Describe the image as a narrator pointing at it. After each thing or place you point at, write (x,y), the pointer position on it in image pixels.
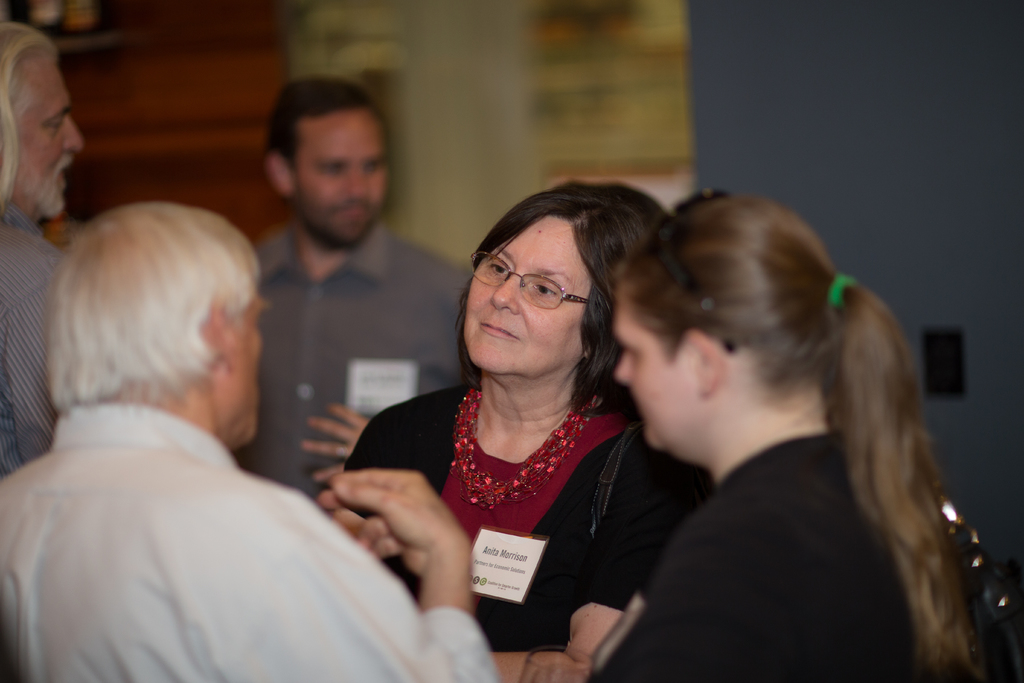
In this picture we can see some people (268,235) are standing, a woman (579,504) in the middle (558,444) is wearing spectacles (537,304), there is a blurry background (821,3).
